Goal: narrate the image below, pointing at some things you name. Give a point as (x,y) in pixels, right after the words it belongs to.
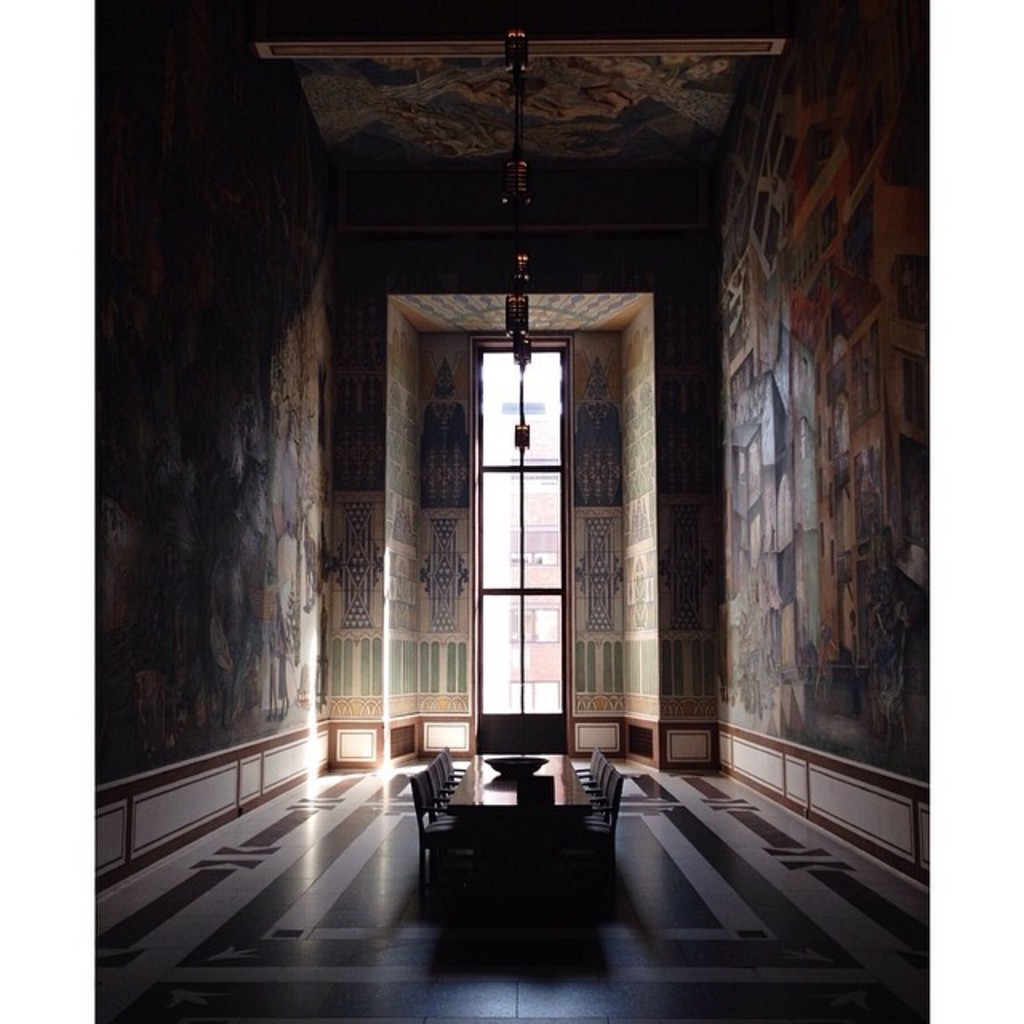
This picture is an inside view of a building (873,685). In the center of the image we can see a table (508,793). On the table (494,802) we can see a bowl (500,761), beside the table (512,792) we can see the chairs (585,829). In the middle of the image (566,663) we can see a door (544,363). In the background of the image (339,651) we can see the wall (347,710). At the top of the image (572,129) we can see the roof (508,81) and chandelier (509,313). At the bottom of the image (411,923) we can see the floor (386,855).
